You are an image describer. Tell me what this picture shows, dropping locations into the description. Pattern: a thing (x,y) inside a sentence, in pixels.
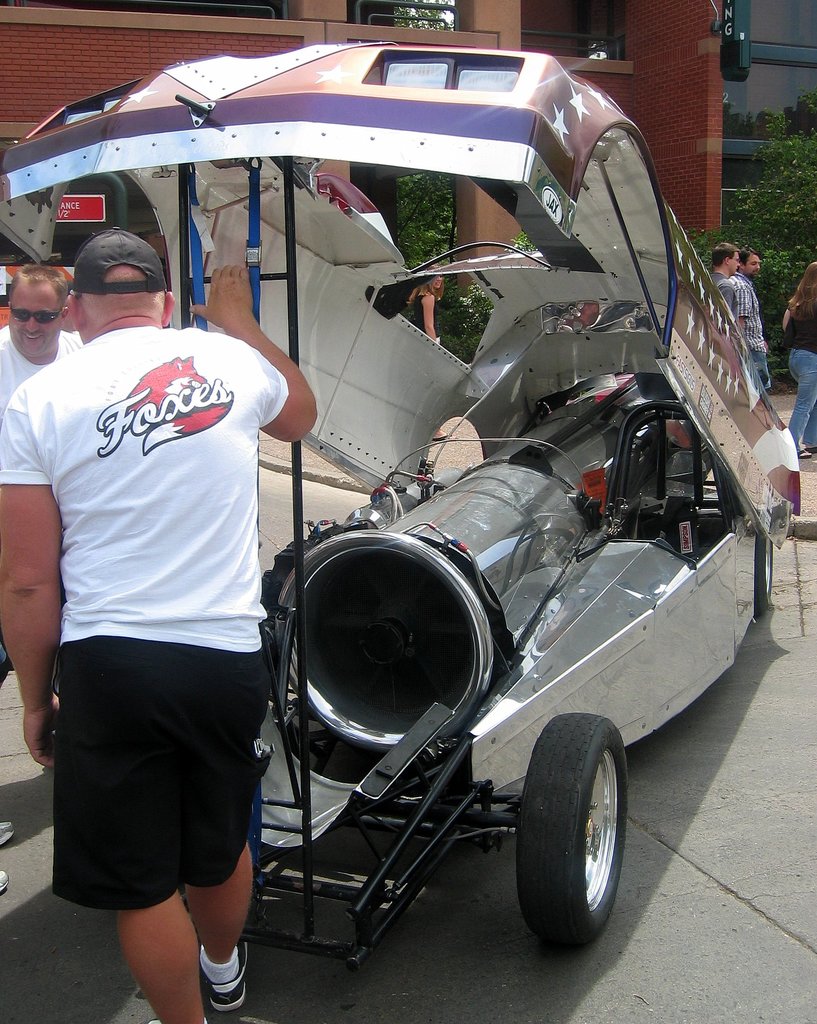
In the picture I can see a person (239,710) wearing white color T-shirt (228,378) is standing on the left side of the image (215,1007). Here we can see a vehicle (531,808) and a few more people (13,291) walking on the road (816,739) and we can see trees (767,169) and building (734,153) in the background (767,169).
